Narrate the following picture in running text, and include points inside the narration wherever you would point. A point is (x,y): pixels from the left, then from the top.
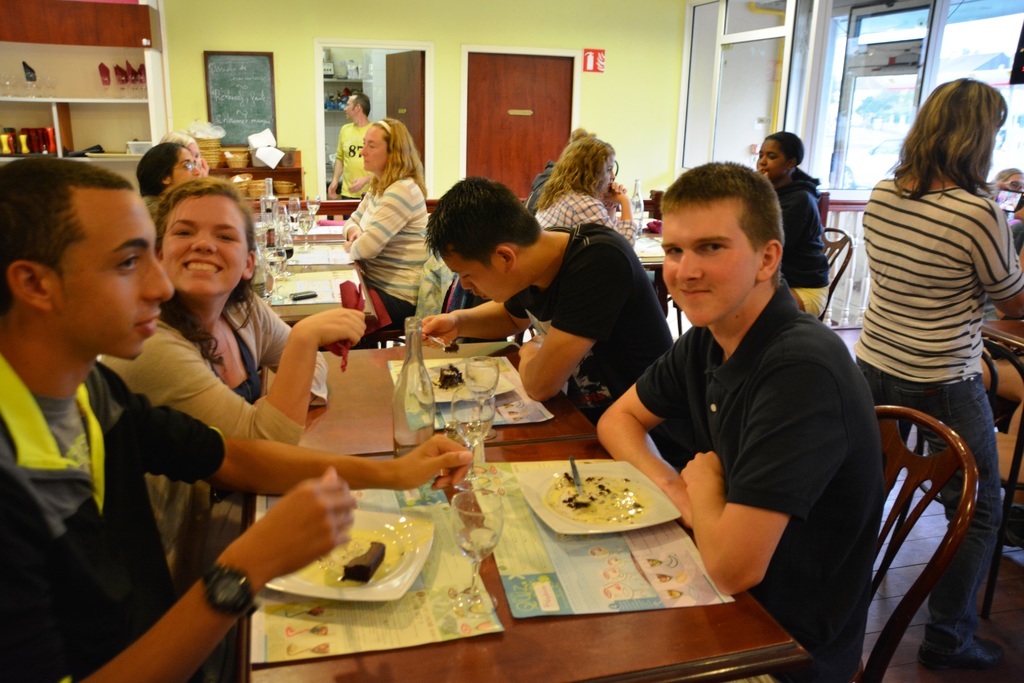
The image is taken inside a room (532,91). There are tables (303,309) and there are people (184,371) sitting around the tables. There are plates (395,590), glasses (481,534), bottles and papers (607,603) placed on the table (662,657). On the right side of the image (939,290) there is a lady (930,441) standing. In the background (523,88) there are doors (477,94), board (252,104), shelves (156,115) and a wall (573,32).
